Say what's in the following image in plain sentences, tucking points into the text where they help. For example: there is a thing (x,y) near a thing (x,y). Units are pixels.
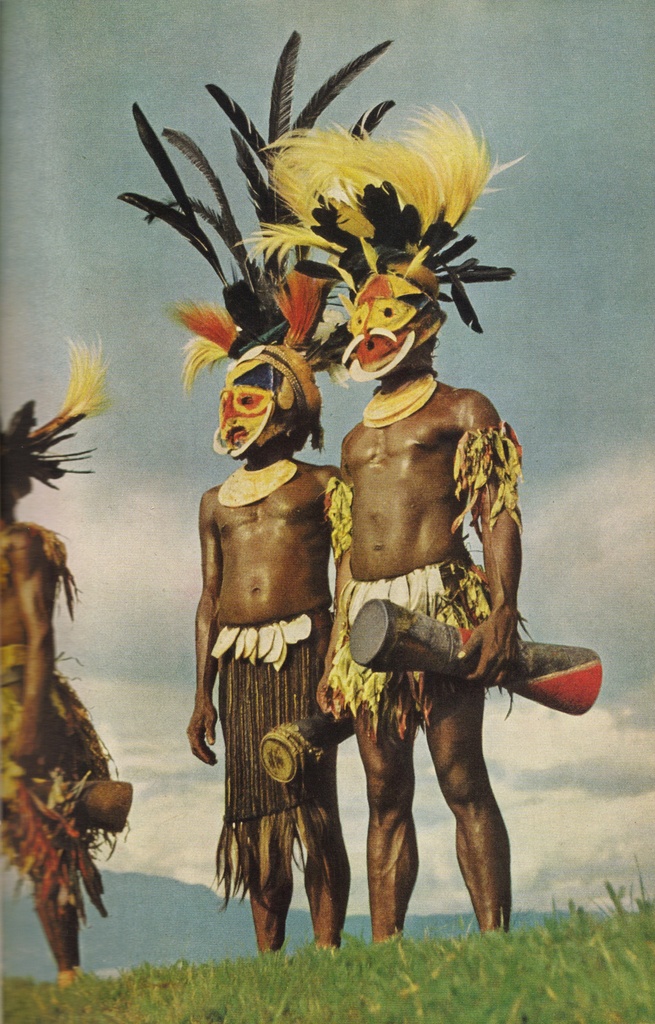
In this picture we can see three persons (487,650) are standing and holding something, at the bottom (547,953) there is grass (493,975), we can see the sky (586,438) and clouds (639,511) in the background (560,475).
